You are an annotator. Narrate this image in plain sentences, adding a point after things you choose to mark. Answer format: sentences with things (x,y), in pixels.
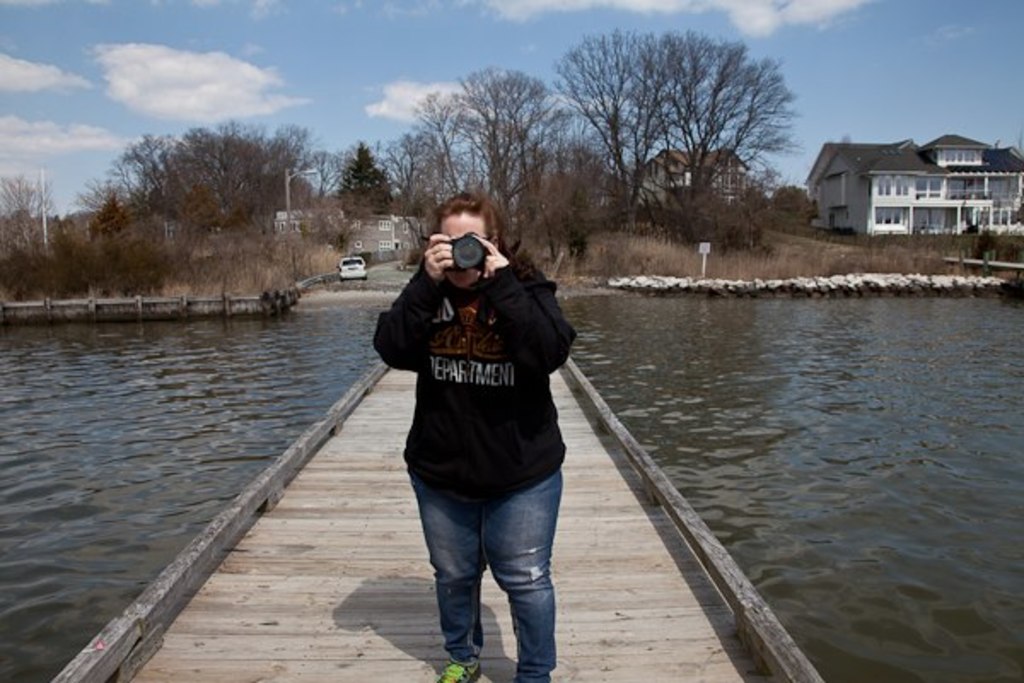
In this image there is a path (601,546) in the middle of a river (705,431), on that path (602,559) there is a woman (496,374) holding a camera (471,237) in her hand (443,265) and taking a picture, in the background (406,222) there are trees (619,226), houses (727,179), car (355,274) and a blue sky (380,65).
